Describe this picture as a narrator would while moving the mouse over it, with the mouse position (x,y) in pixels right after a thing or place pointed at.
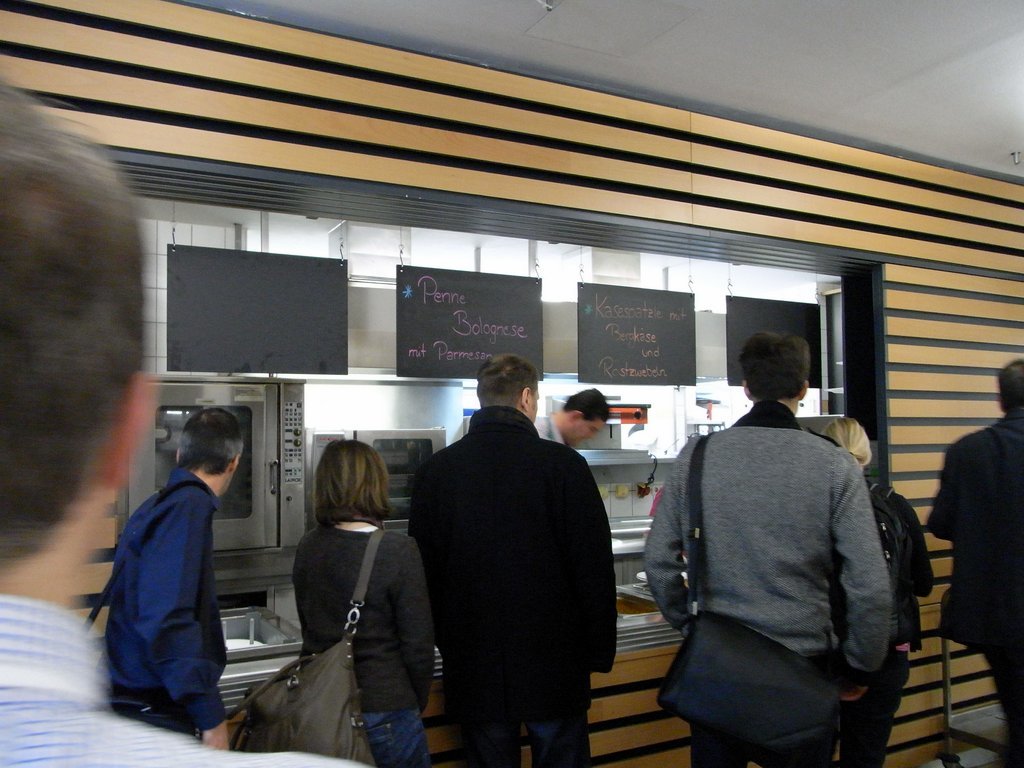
In this image there is shop (744,323) few persons (180,610) are waiting in a queue (421,661) to take the product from the shop (877,363).
